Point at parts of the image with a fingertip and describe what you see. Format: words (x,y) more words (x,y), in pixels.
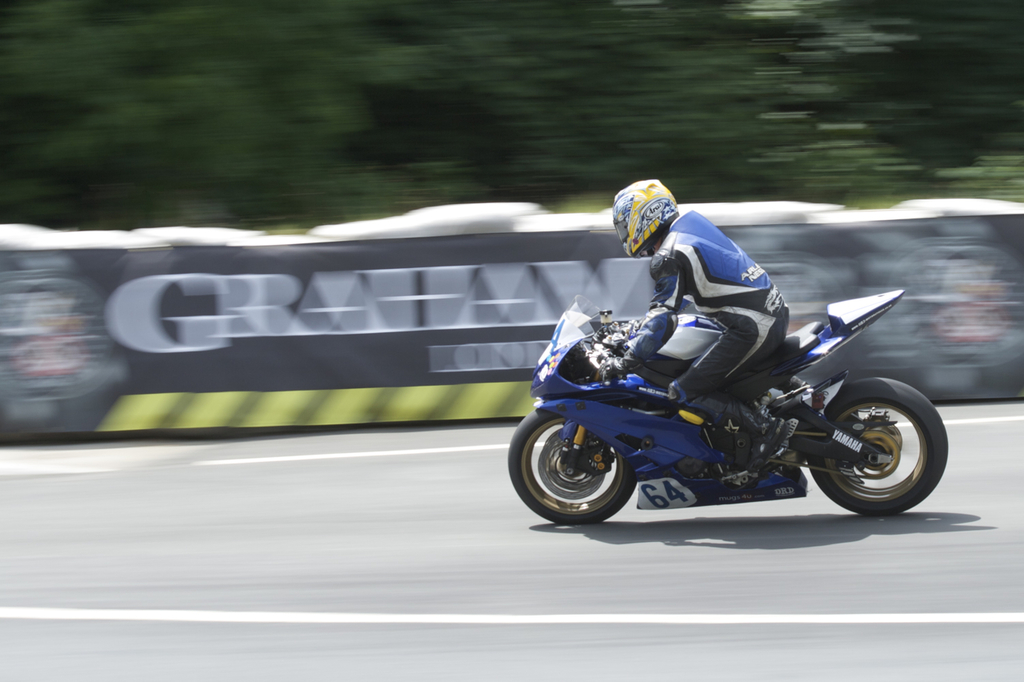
Here a man (672,236) is riding a bike (667,439), he wore a blue color dress (741,296) and also bike (692,463) is in blue color.
